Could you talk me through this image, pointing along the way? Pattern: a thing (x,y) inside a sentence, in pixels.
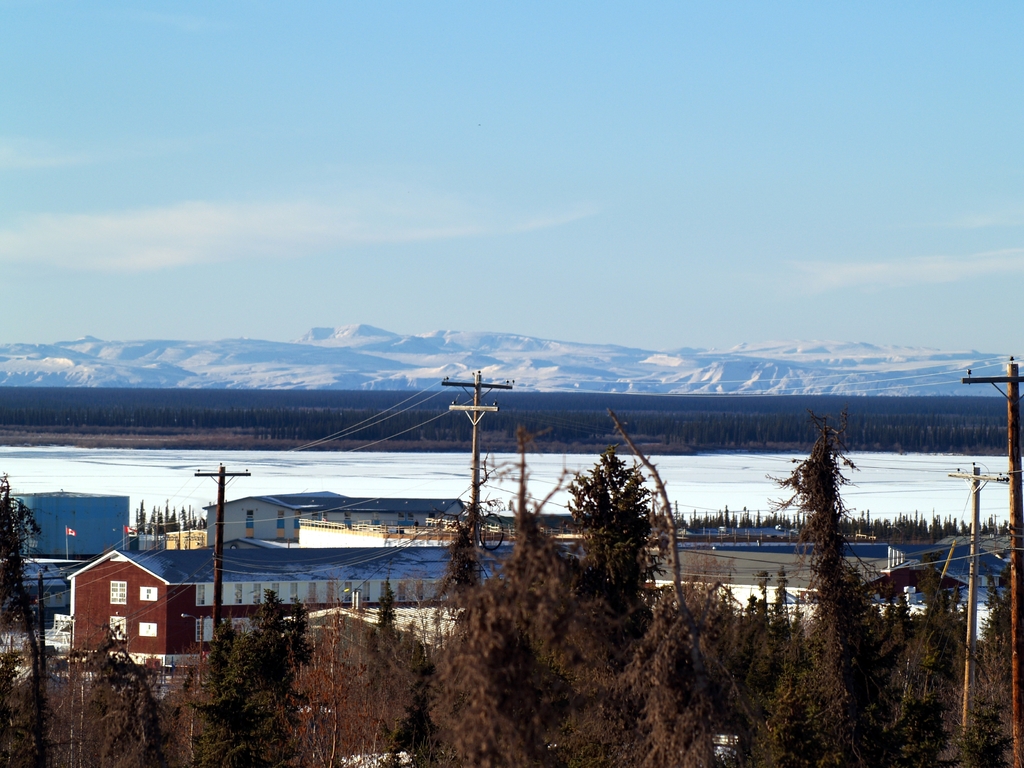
In this picture we are able to see group of trees (576,677). This is pole (481,411), which is connected with another pole (243,471) through cable (404,427). This is sky (567,115), the sky (636,231) is in blue color. Hills (571,363) are covered with snow (644,351). These are houses (172,564). This house (190,565) is with blue roof top (311,566) and the wall (103,590) is in red color. This is window (118,595). The Flag (75,535).
